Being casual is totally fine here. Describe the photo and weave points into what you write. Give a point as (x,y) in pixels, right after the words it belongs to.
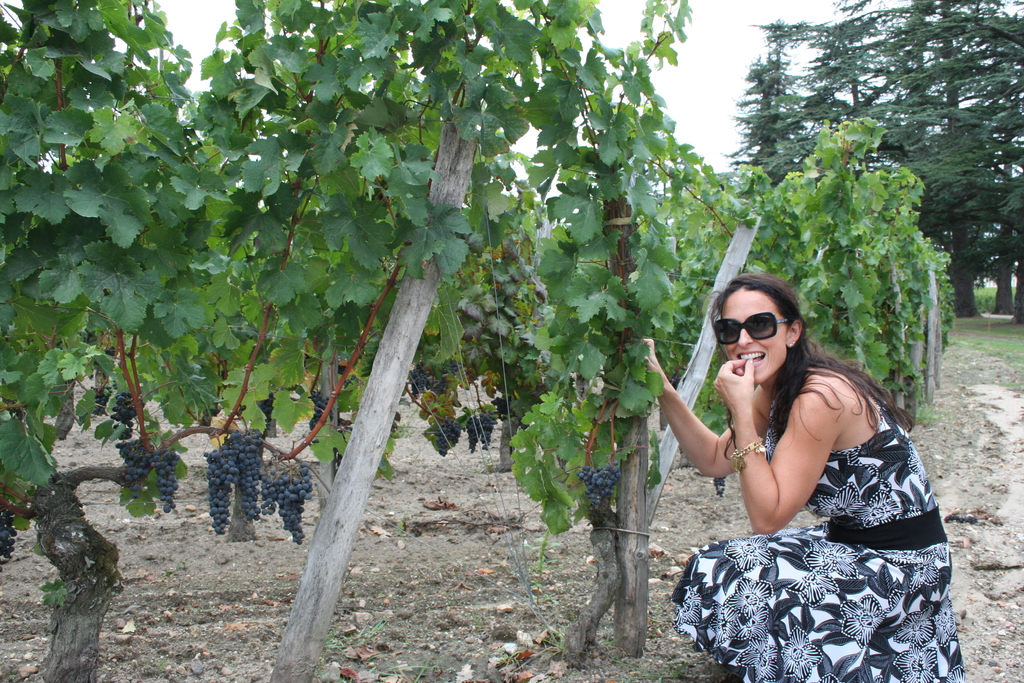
There is a woman (720,440) sitting like squat position and wore glasses (750,324). We can see trees (933,216), grapes (446,425) and sky (715,148).
